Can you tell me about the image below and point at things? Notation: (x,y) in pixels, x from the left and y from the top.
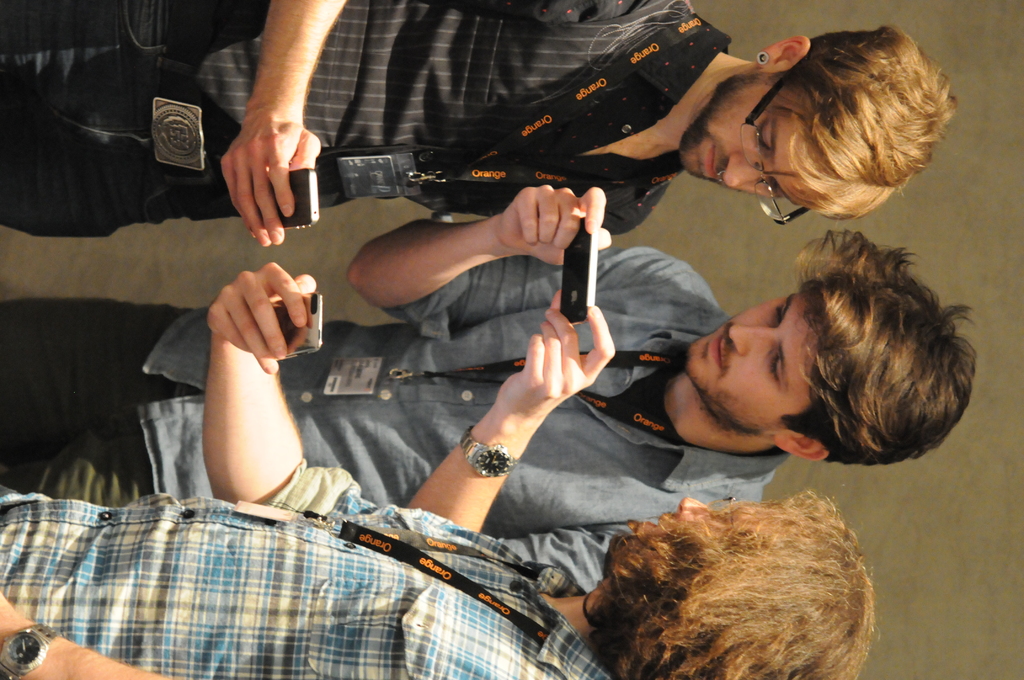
In this image we can see the people (494,344) standing and holding cell phones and there is the wall (931,483) in the background (931,456).
